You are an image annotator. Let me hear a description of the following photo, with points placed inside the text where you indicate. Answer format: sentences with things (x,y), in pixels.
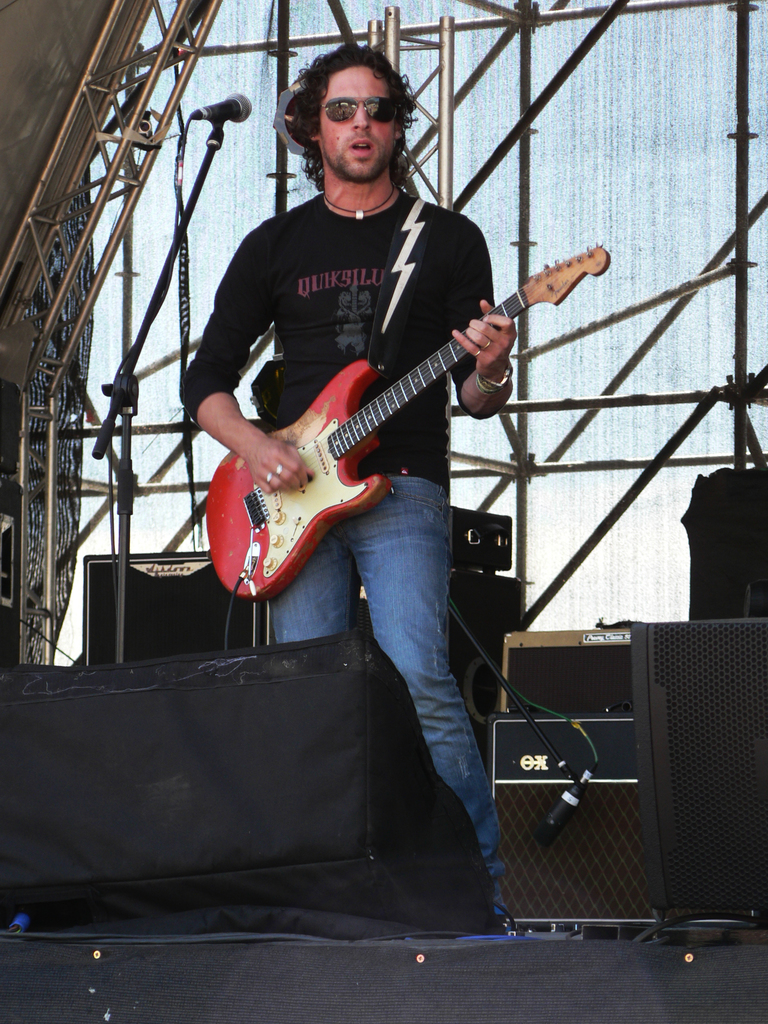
In a stage (110,943) there is man (343,527) standing in black t shirt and playing guitar (255,542). And beside him there is sound box (607,864) placed on it. and at his back (596,93) there is a iron rod construction (630,496) of stage (686,282).
